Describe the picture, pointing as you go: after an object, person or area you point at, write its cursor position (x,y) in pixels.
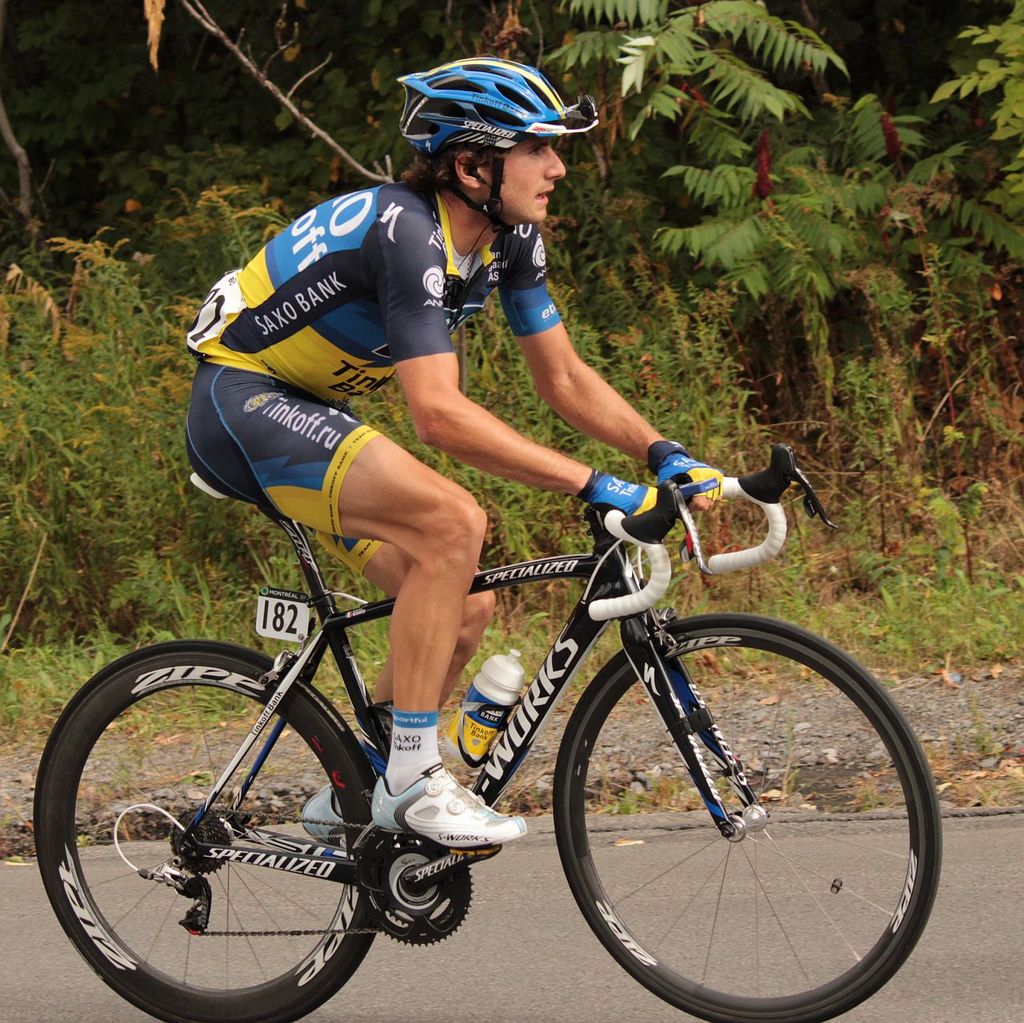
In this image we can see a person (473,406) sitting on a bicycle (702,643) placed on the ground (706,937) wearing helmet (504,109). In the background (608,282), we can see a group of trees (605,257).
